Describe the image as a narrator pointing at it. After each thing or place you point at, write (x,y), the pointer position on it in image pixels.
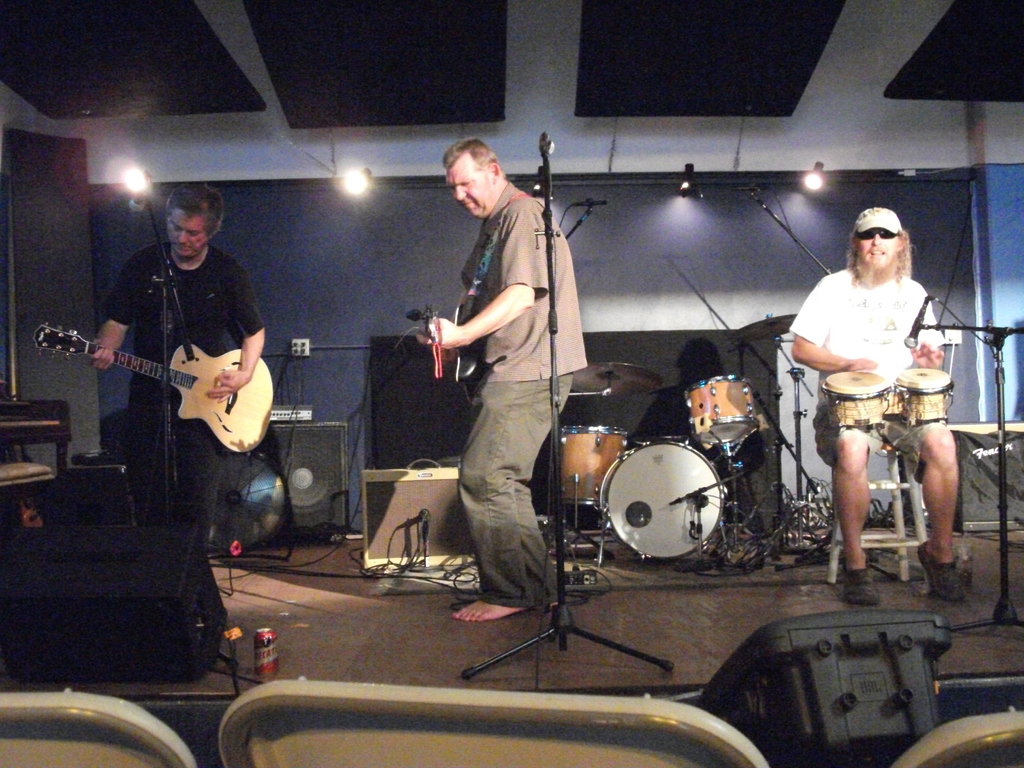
In the foreground of the picture (432,713) there are chairs (963,721). In the center of the picture (520,278) there is a band (855,280) performing on stage (314,586), on stage (328,581) there are drums (730,387), mics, cables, speakers (440,549) and other objects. The people (212,327) are playing guitars (193,383) and drums (857,374). In the background (131,177) there are lights (131,177).
